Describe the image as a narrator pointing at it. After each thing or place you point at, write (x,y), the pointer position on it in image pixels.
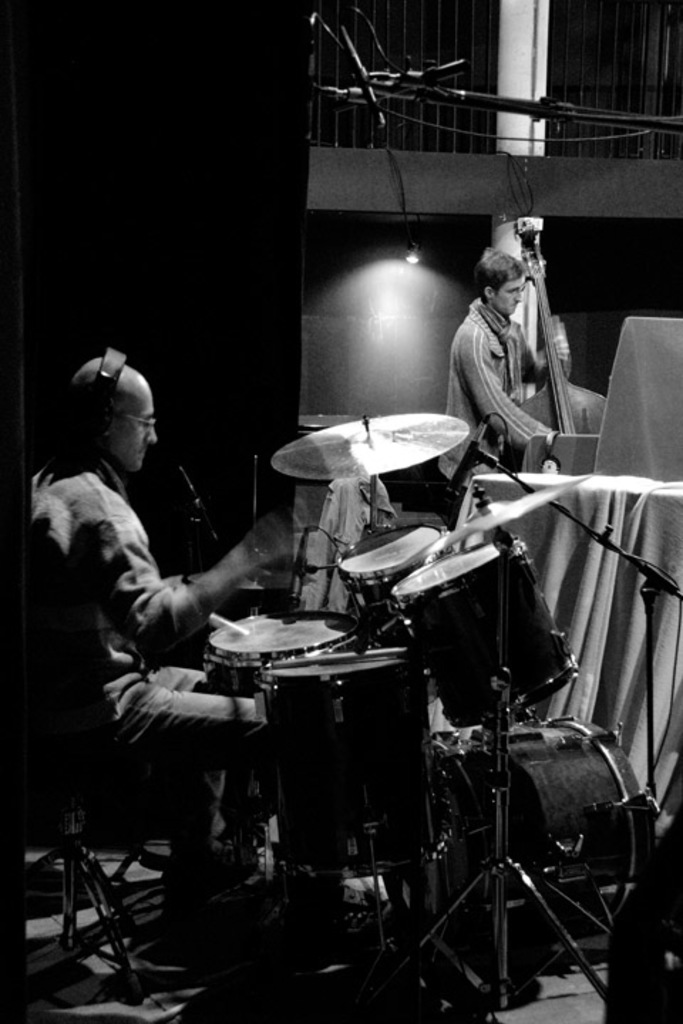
In this image there are men (484,279), the men (500,395) are playing a musical instrument (362,726), there is a light (416,253), there is the wall (325,302), there is a pillar (515,83) towards the top of the image (519,100), there is a stand (530,111), there are wires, there are objects (642,614) towards the right of the image (646,725), there is an object (7,293) towards the left of the image (48,169).
